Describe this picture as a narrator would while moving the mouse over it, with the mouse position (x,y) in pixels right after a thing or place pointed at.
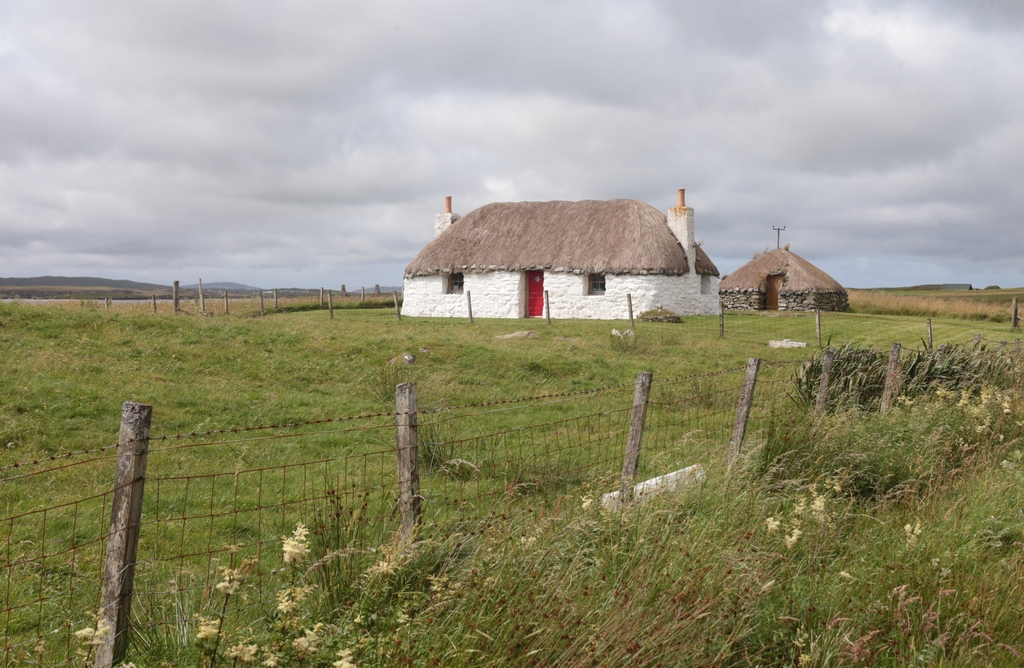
This picture is clicked outside. In the foreground (182,364) we can see the fence (251,466), grass (433,496) and plants (929,488). In the center (627,283) we can see the huts (716,274). In the background (457,136) there is a sky (24,166) and we can see the hills (116,281).
